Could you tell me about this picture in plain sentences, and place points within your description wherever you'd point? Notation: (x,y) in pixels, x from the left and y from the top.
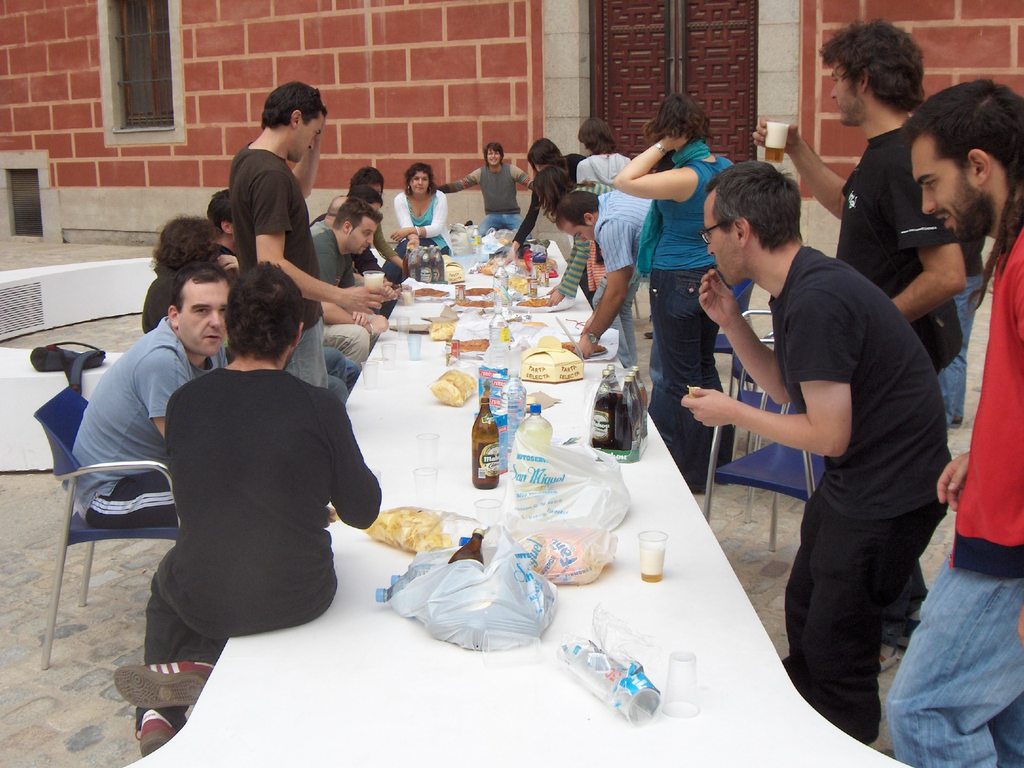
In this picture there are some people (311,542) sitting and standing around the table (640,580) on which there are some bottles (630,405), plates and some food items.
